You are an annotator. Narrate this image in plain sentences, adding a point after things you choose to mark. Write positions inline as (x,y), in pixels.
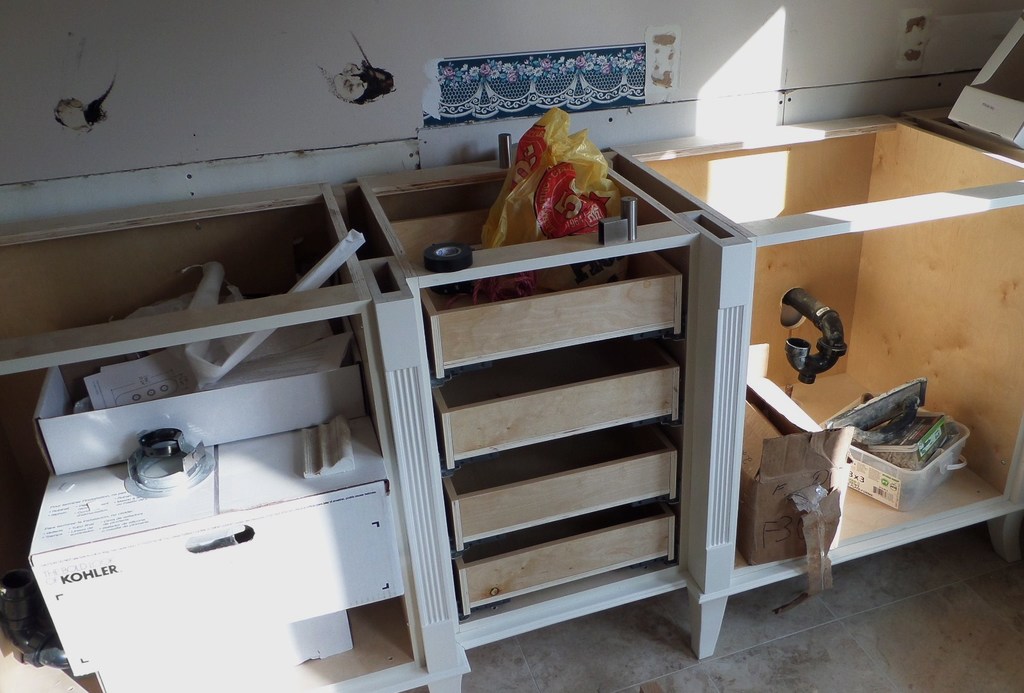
In this image there are cupboards (610,522), boxes (348,412) and some objects (150,482) in the cupboards (245,285) and there is a wall (117,152).
